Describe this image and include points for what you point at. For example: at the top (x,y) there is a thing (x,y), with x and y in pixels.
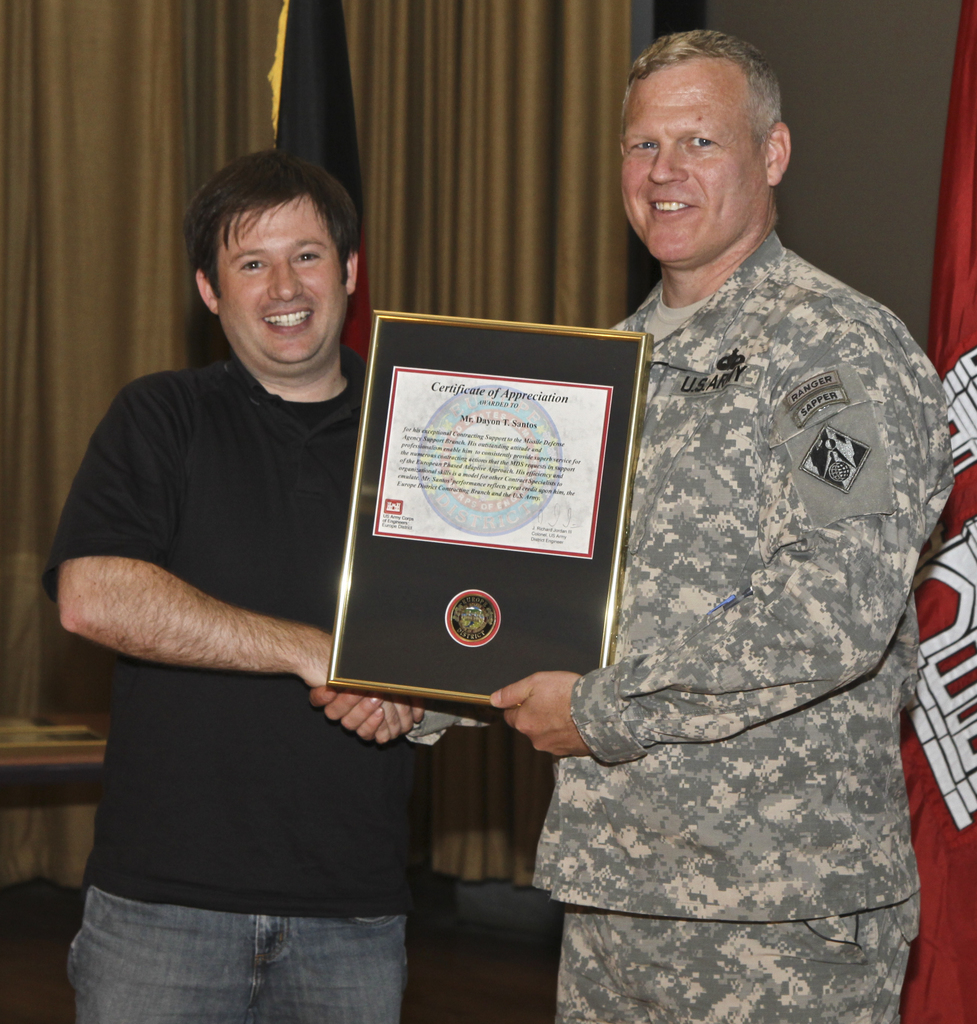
In this image we can see two men (703,576) shaking their hands (397,706) holding a certificate (440,610). On the backside (546,206) we can see a curtain (521,158), the flag (965,505) and a wall (842,275).
